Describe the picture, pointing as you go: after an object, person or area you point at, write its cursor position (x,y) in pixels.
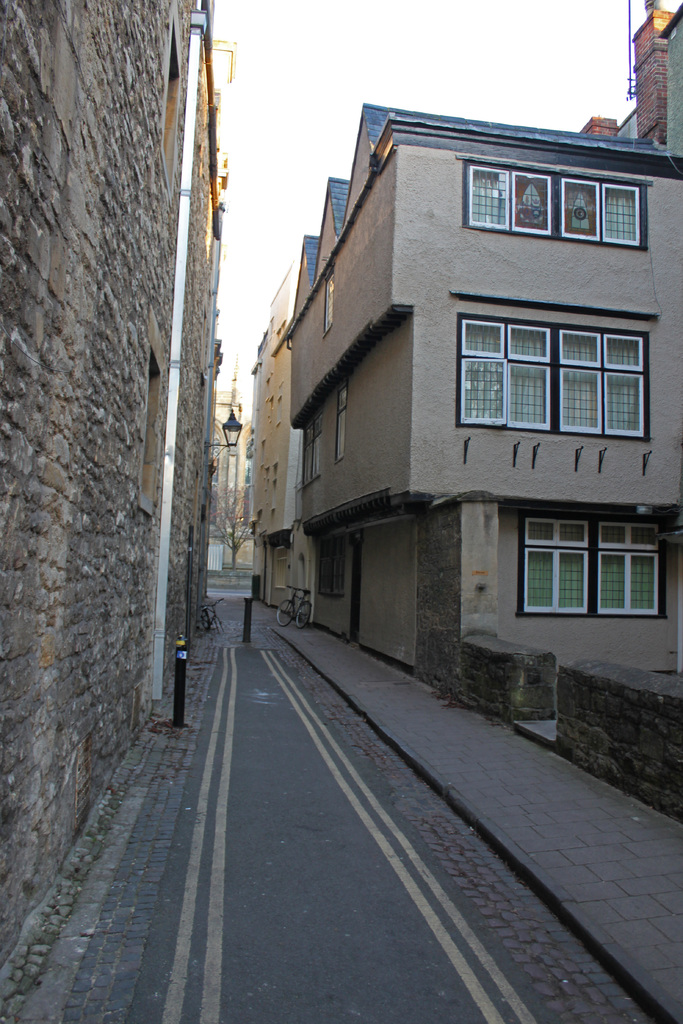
In this image we can see some buildings (457,657) with windows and a bicycle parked aside. We can also see a pole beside a wall (100,714), a street lamp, the road (517,926), trees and the sky (405,5) which looks cloudy.
